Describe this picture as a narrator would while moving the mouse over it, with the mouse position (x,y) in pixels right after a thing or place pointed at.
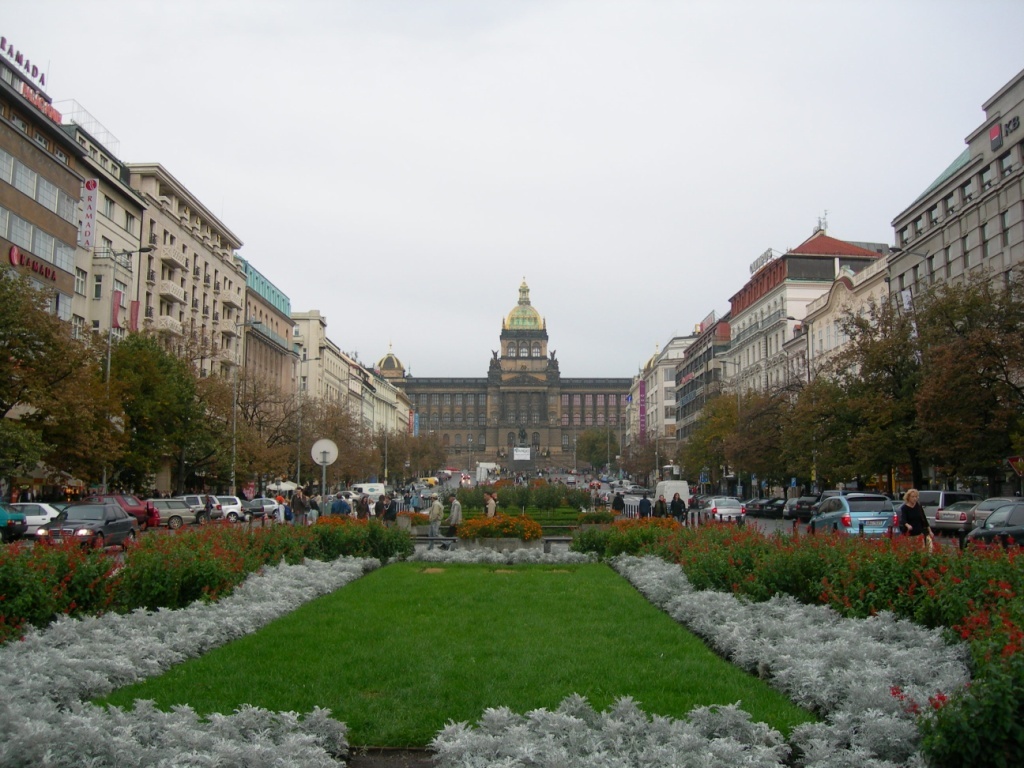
In this image we can see the persons (346,507) walking and there are vehicles (164,511) parked on the road (230,526). We can see the buildings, poles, trees (163,420), board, grass (516,638) and plants (823,632) with flowers (153,571). In the background (623,364), we can see the sky (526,182).
